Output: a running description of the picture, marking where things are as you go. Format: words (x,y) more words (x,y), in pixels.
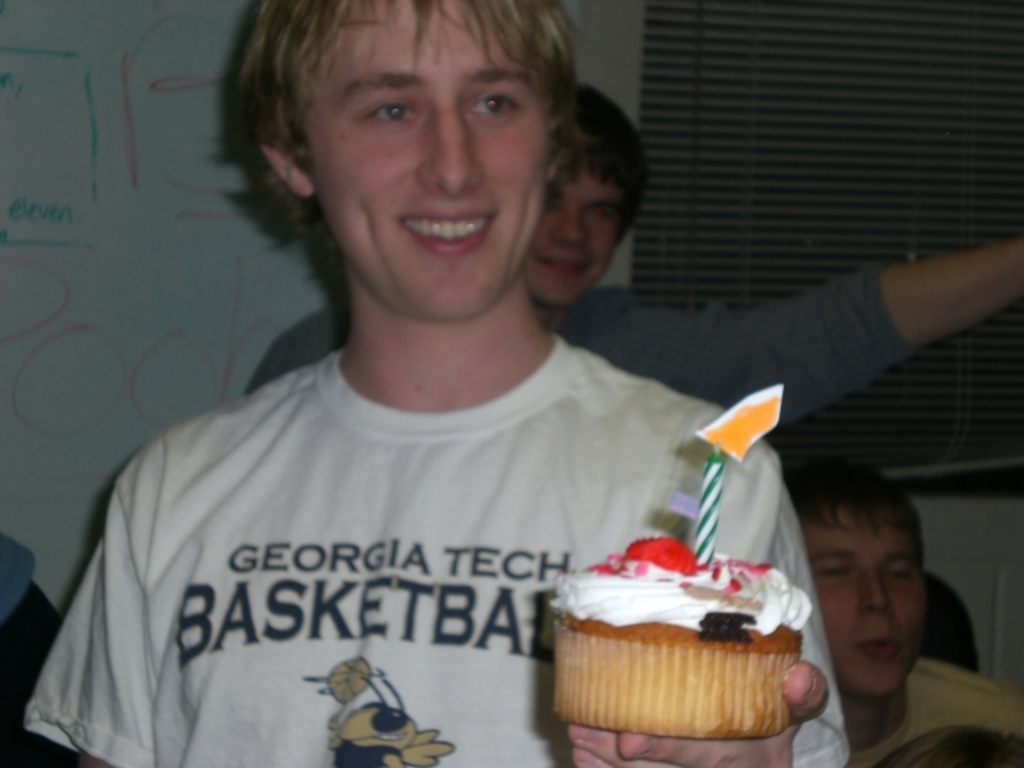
In this image we can see three persons (453,434) and the person (346,211) who is wearing the white shirt (379,454) is holding the cake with his smiling face (454,177).
